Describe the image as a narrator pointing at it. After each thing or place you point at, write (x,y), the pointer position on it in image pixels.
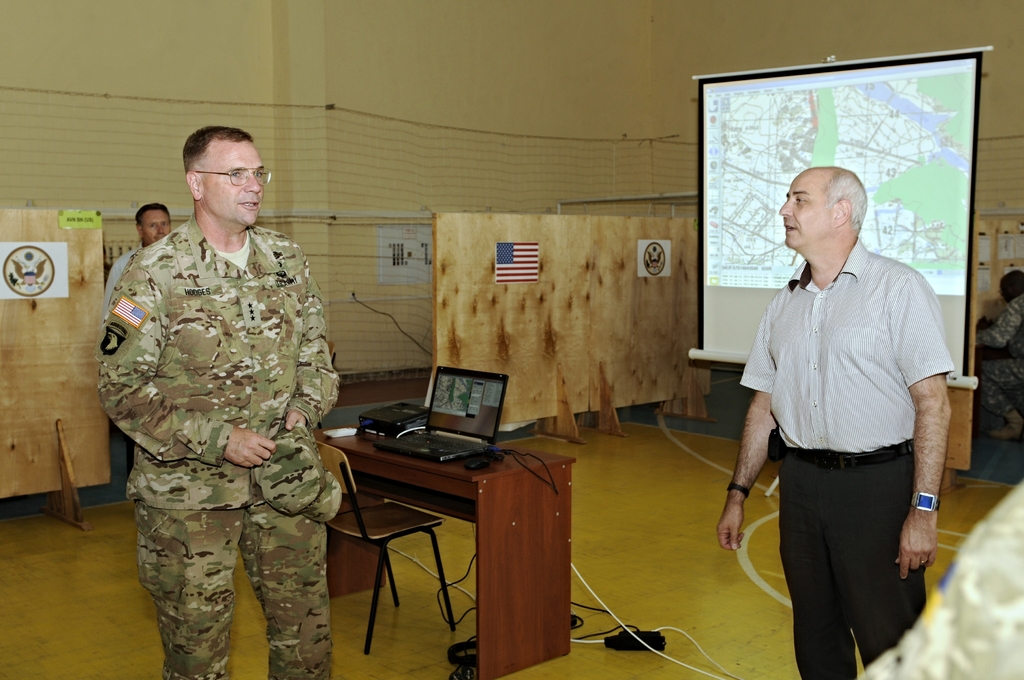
In this image I can see a person (300,381) standing, wearing an army uniform (204,500) and holding a cap (286,459). There are other people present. There is a table (344,441) on which there is a laptop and a projector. There is a chair (329,444). There are 2 wooden stands (672,234) on which there are pictures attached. There is a projector display (872,214) on the right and a wall (313,274) at the back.
